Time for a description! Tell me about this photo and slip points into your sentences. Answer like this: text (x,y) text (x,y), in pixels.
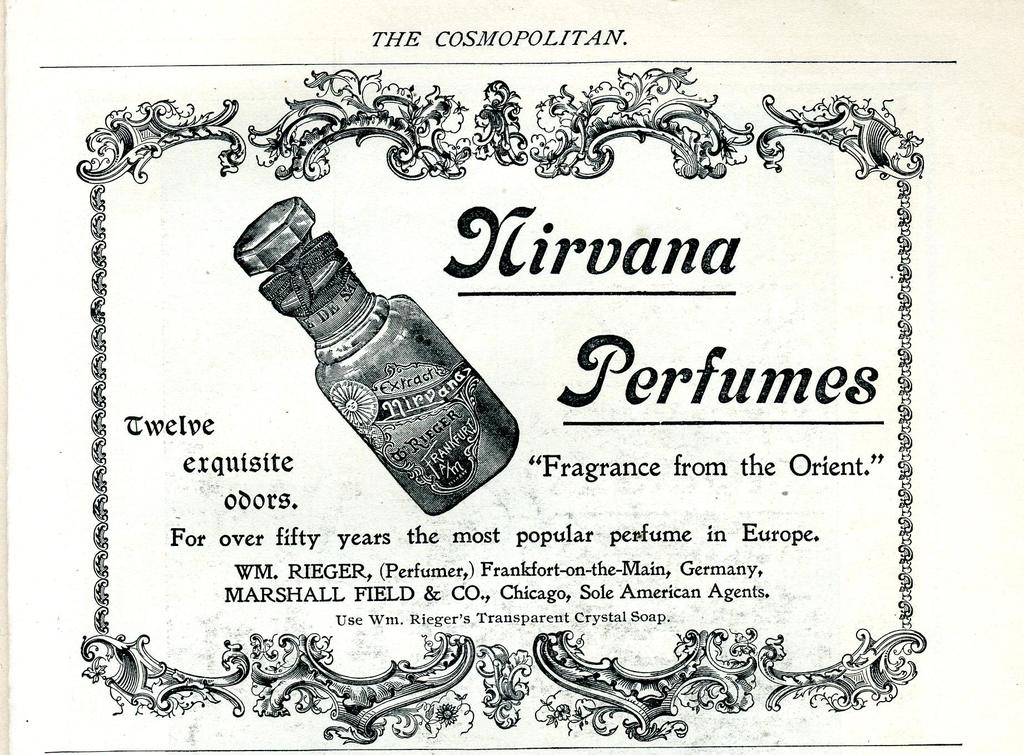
In this image we can see a paper (407,351). In the paper (505,307) there are bottle (372,384) printed on it, some text (447,576) and a design (783,122) to the borders (783,122).
